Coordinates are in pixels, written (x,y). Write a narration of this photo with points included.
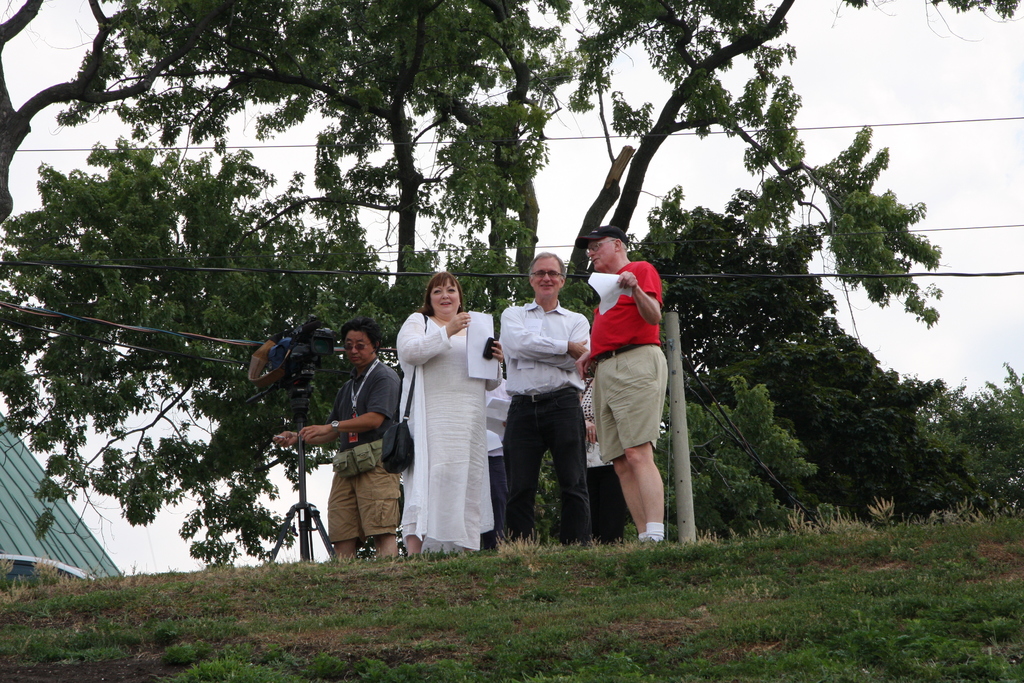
In this picture we can see some group of people (526,433) are standing on the grass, among the few persons (498,353) are holding papers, one person (335,404) is holding camera stand (298,390), behind we can see some wires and trees (490,192).
